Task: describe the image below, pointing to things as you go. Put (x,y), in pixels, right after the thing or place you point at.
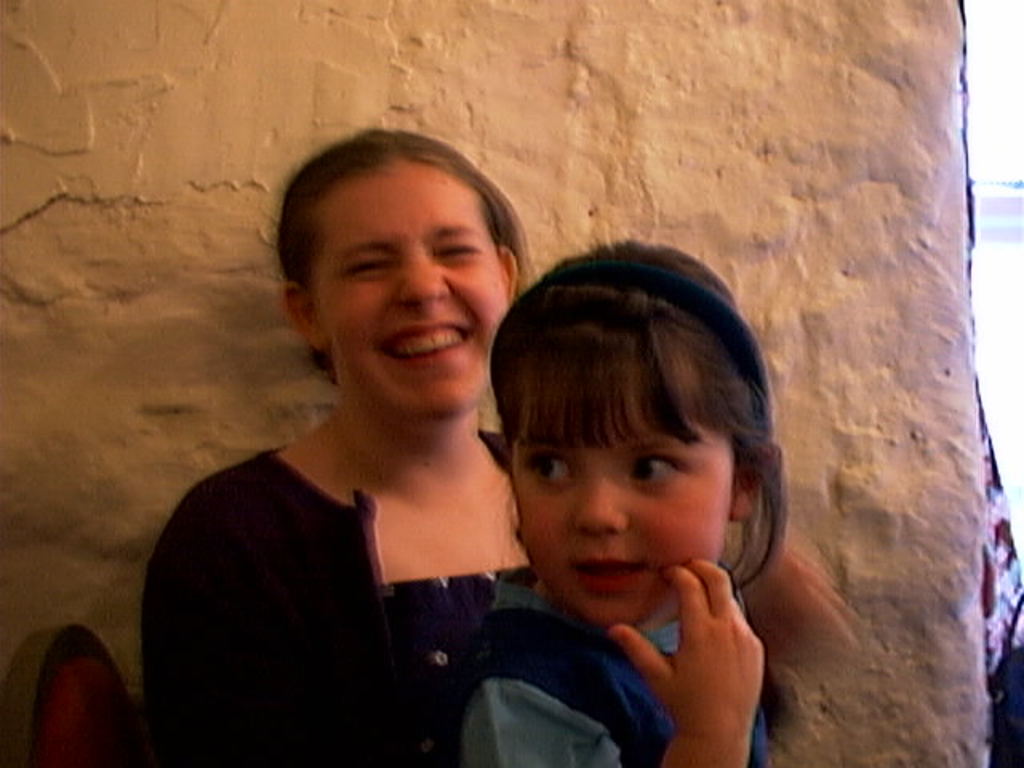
In this image in front (252,695) there are two persons (293,601) sitting on the chair (118,761). Behind them there is a wall (217,154).
